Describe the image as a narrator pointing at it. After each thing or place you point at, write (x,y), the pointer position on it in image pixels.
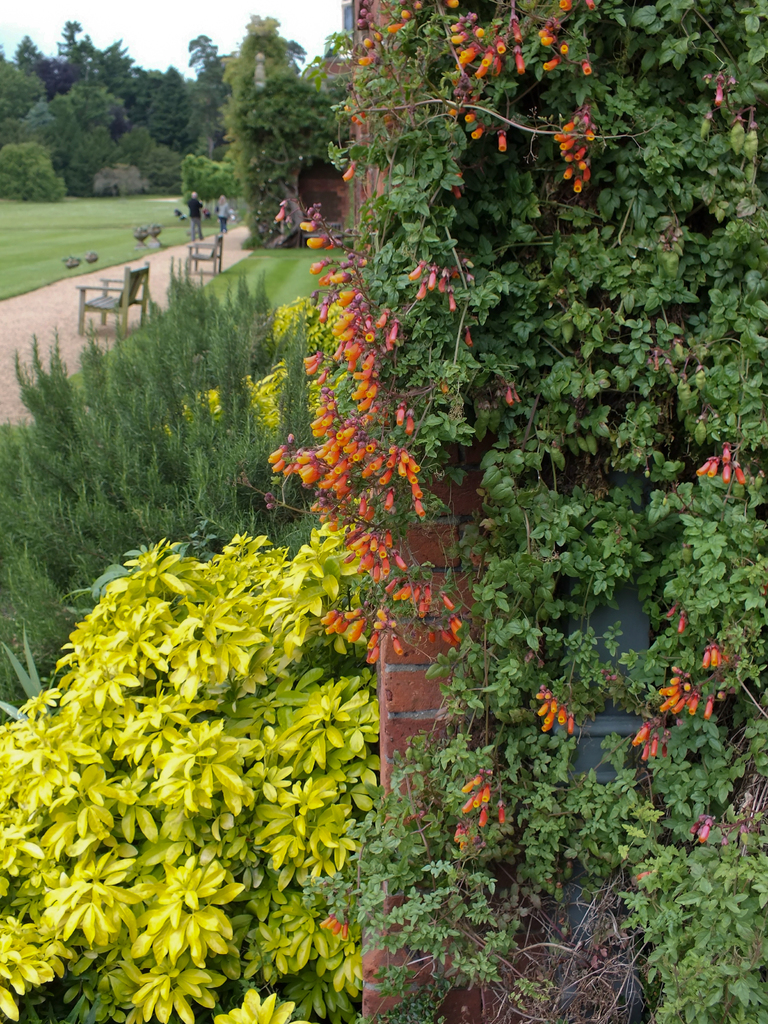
These are the trees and bushes (186,275). I can see two benches (211,246). Here is a person (194,223) standing. This is the grass (85,236). I can see the flowers (547,721) to a tree (668,497). This looks like a wall (402,684).
